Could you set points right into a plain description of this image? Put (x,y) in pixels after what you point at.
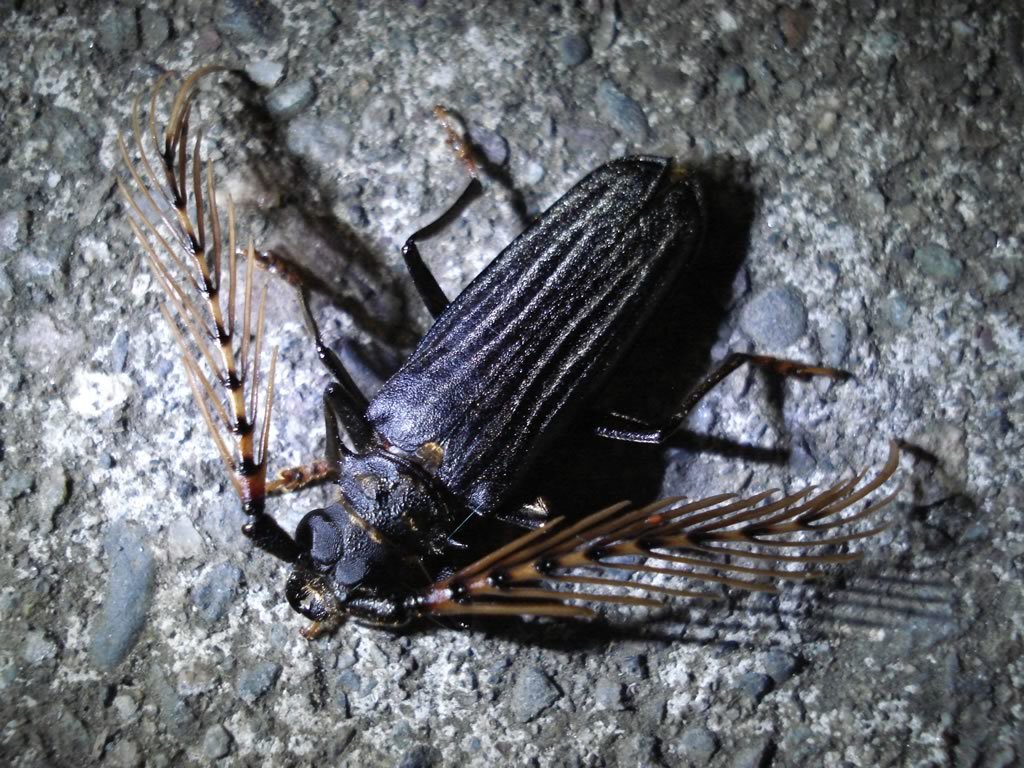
In the image there is a bug (559,281) standing on a floor (925,84).
